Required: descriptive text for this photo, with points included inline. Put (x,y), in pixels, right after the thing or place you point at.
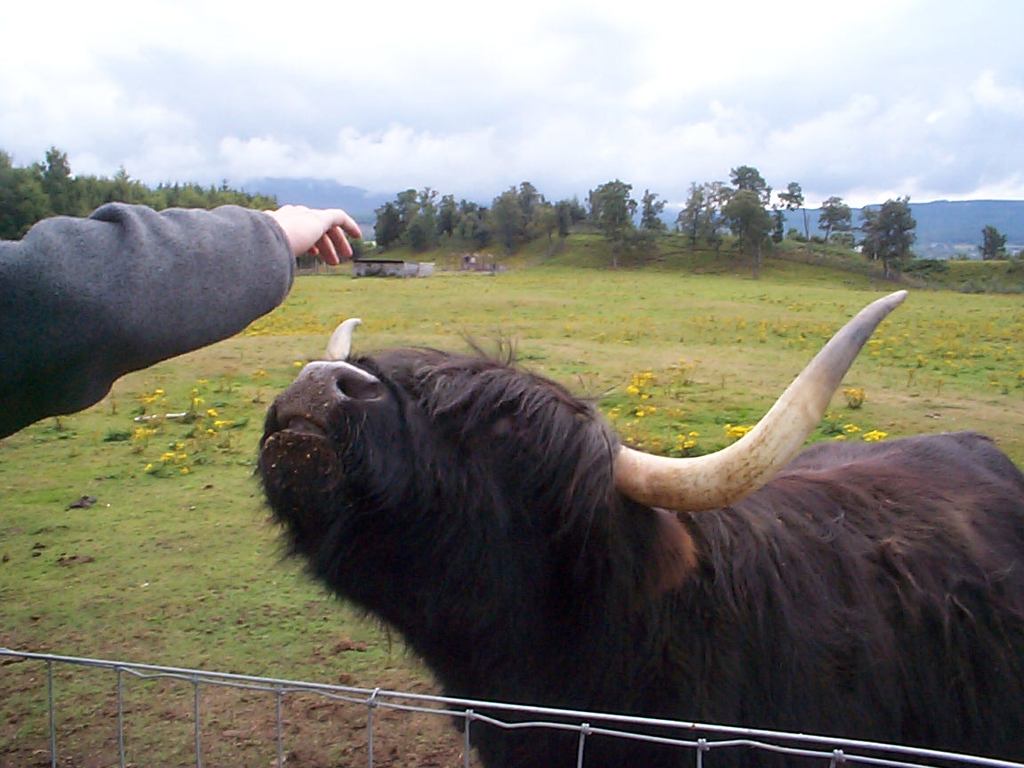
In this image there is the sky (653,87), there are clouds (498,85) in the sky (724,116), there are mountains (928,233) truncated towards the right of the image (964,212), there are trees (632,234), there is the grass (663,293), there are plants (181,464), there are flowers (165,455), there are trees (59,195) truncated towards the left of the image (27,207), there is a person's hand (144,257) truncated towards the left of the image (190,298), there is an animal (591,526) truncated towards the bottom of the image (601,556), there is a fencing (466,729) truncated towards the bottom of the image (391,705).
